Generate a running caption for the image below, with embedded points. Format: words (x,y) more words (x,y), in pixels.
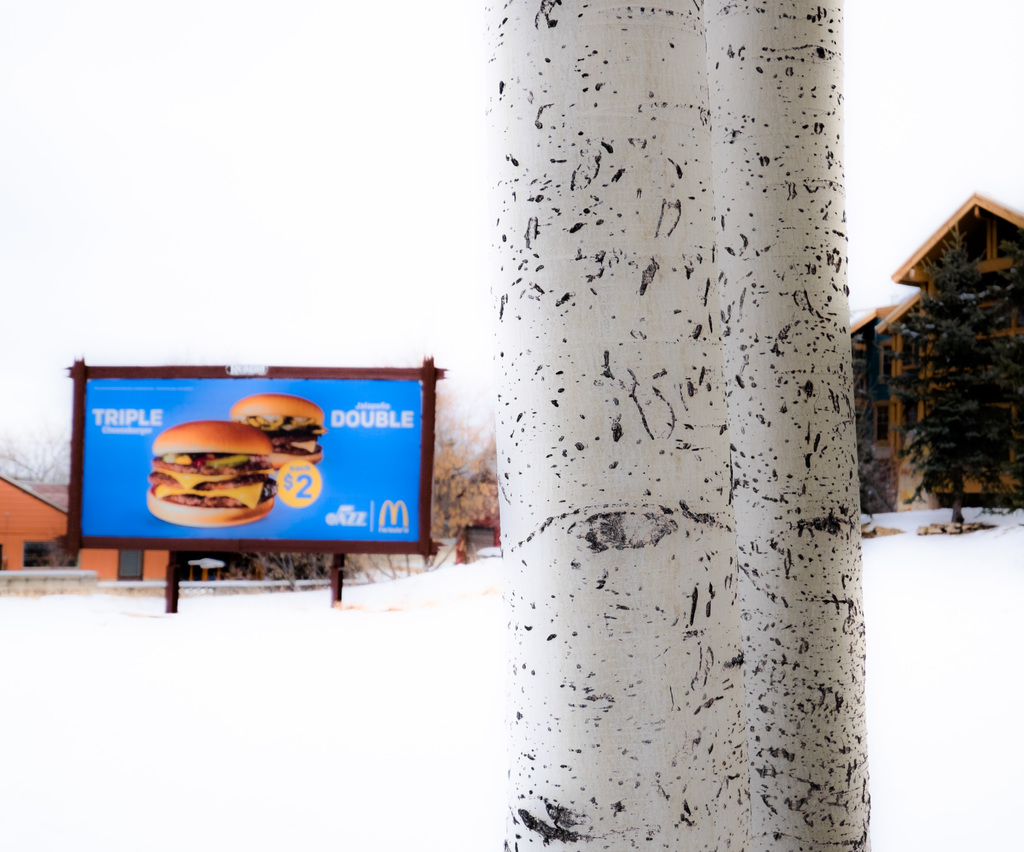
In the image there are tree trunks (710,520) in the front (731,376), on the right side (885,398) there is a building (885,396) with a tree (973,432) in front of it on a snow land (343,701), on the left side (71,512) there is a hoarding (241,408) with building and trees (460,493) behind it and above its sky (246,143).
